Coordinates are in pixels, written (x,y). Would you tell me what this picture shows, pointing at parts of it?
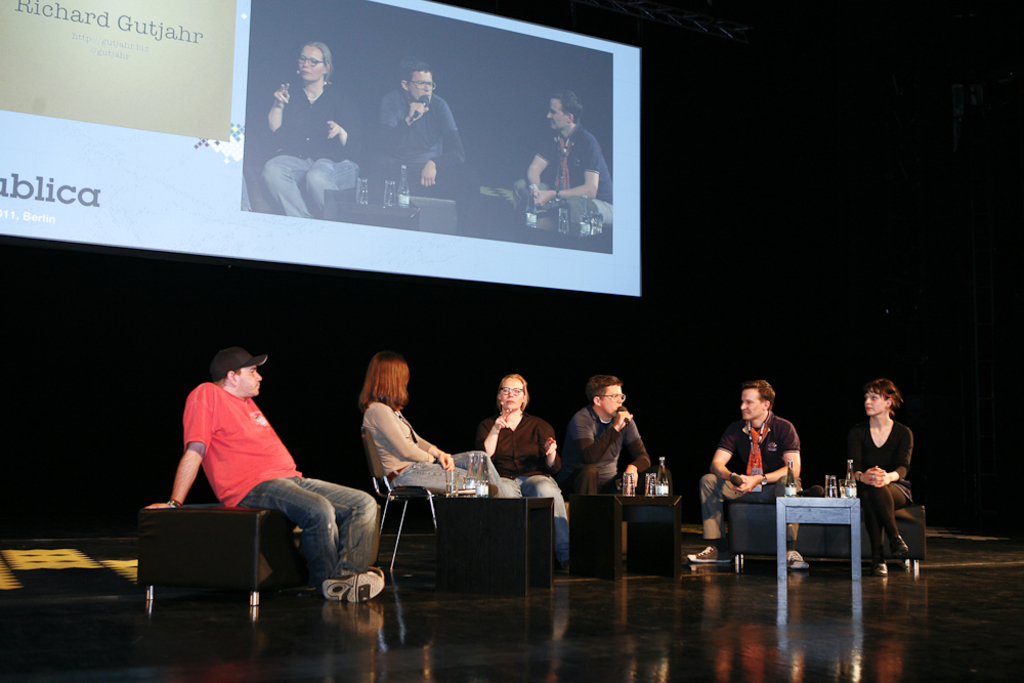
Six persons (397,484) are sitting on the sofa (226,553) and chairs (381,485) and in the middle (633,452) these two persons (575,462) are talking behind them there is a projected image (429,256).
